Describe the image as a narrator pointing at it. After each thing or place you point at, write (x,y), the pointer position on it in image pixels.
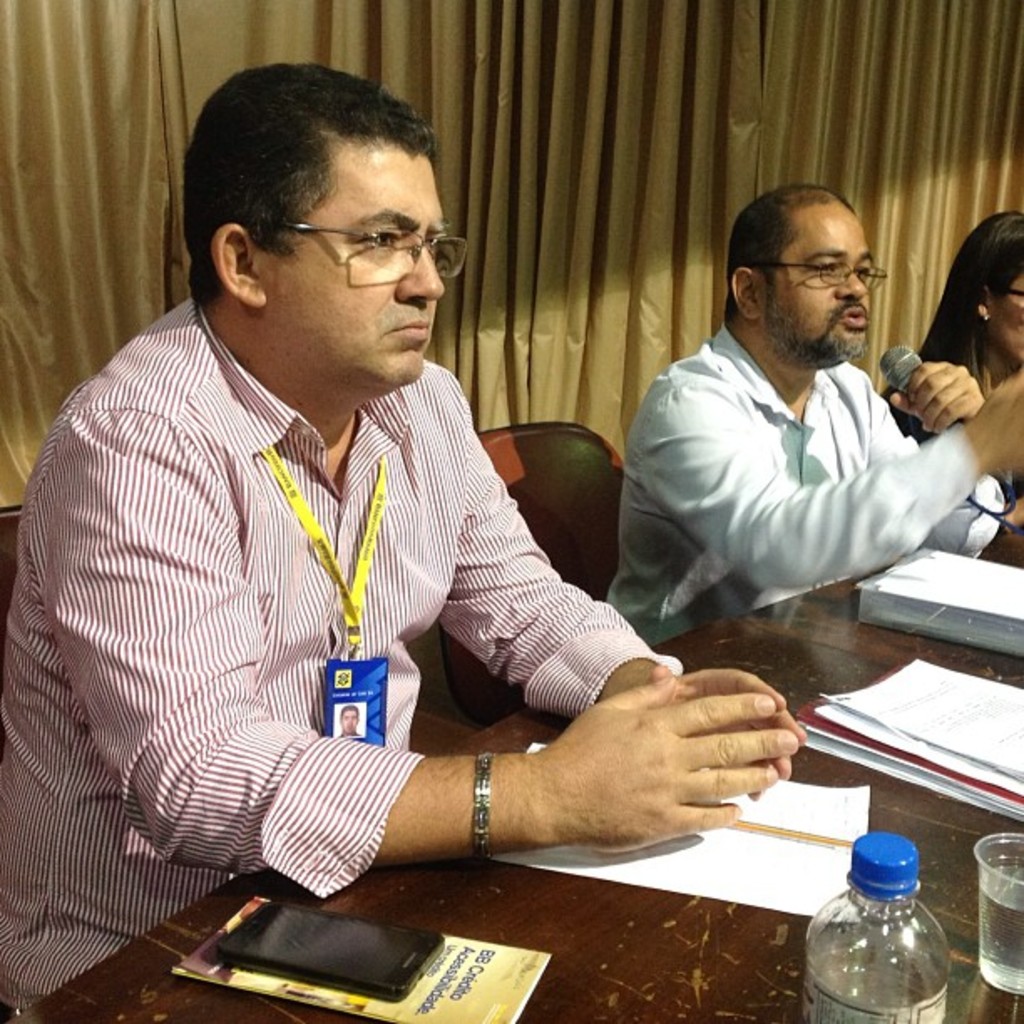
In the center of the image (362,482) we can see people (877,433) sitting. The man (779,570) sitting on the right (841,506) is holding a mic (898,358) in his hand (918,398), before them there is a table (1023,552) and we can see books (999,583), papers (655,847), mobile (401,941), bottle (917,968) and a glass (1006,899) placed on the table (488,886). In the background (664,216) there is a curtain (186,119).
